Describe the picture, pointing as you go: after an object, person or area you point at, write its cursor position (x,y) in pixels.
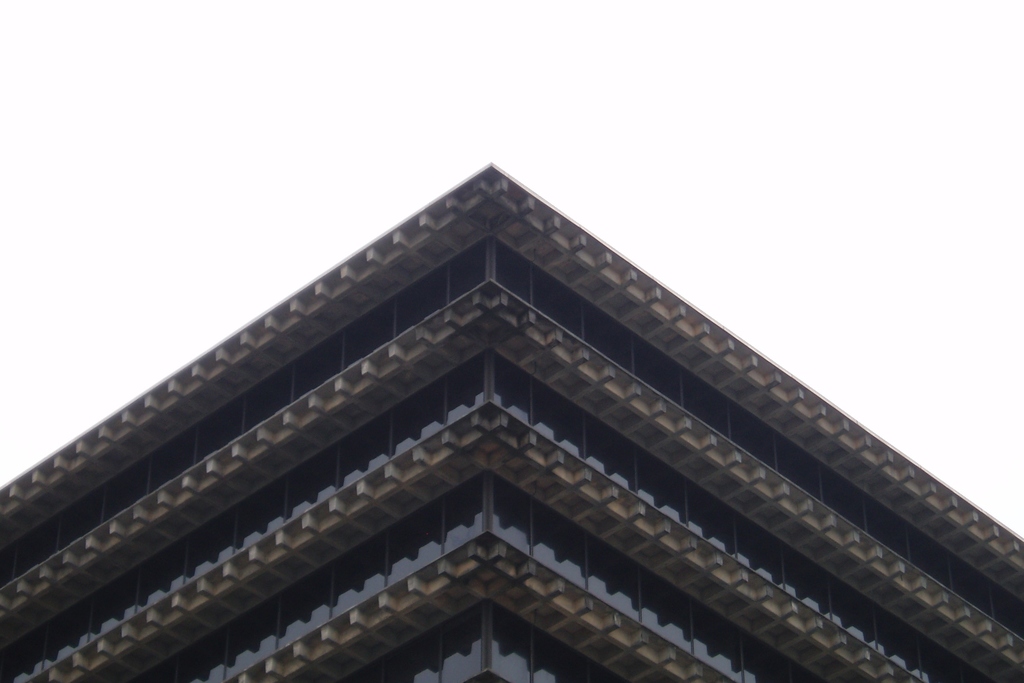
In this image we can see a outside view of a building (371,430). At the top of the image (481,111) there is sky (338,112).
